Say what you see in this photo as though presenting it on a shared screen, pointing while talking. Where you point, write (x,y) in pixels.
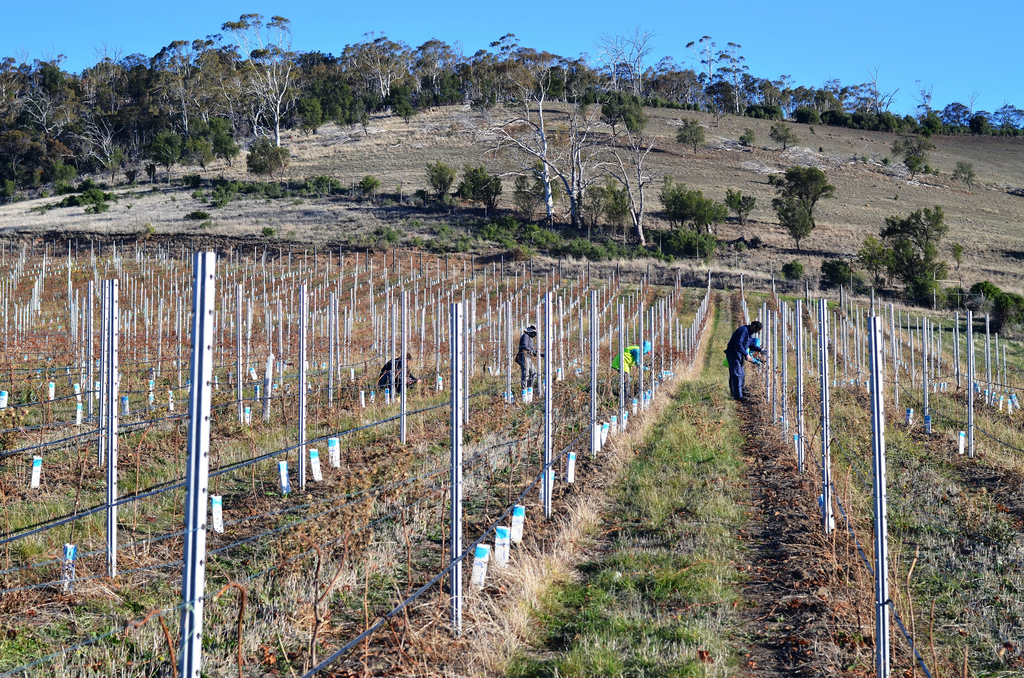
Here in this picture we can see some poles (878,374) covered all over there on the ground (181,521) and we can also see wires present and we can see people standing on the ground (442,373) and we can see the ground (277,214) is fully covered with grass (635,443) and we can also see plants (294,182) and trees (486,68) present and we can see the sky (938,96) is clear.
